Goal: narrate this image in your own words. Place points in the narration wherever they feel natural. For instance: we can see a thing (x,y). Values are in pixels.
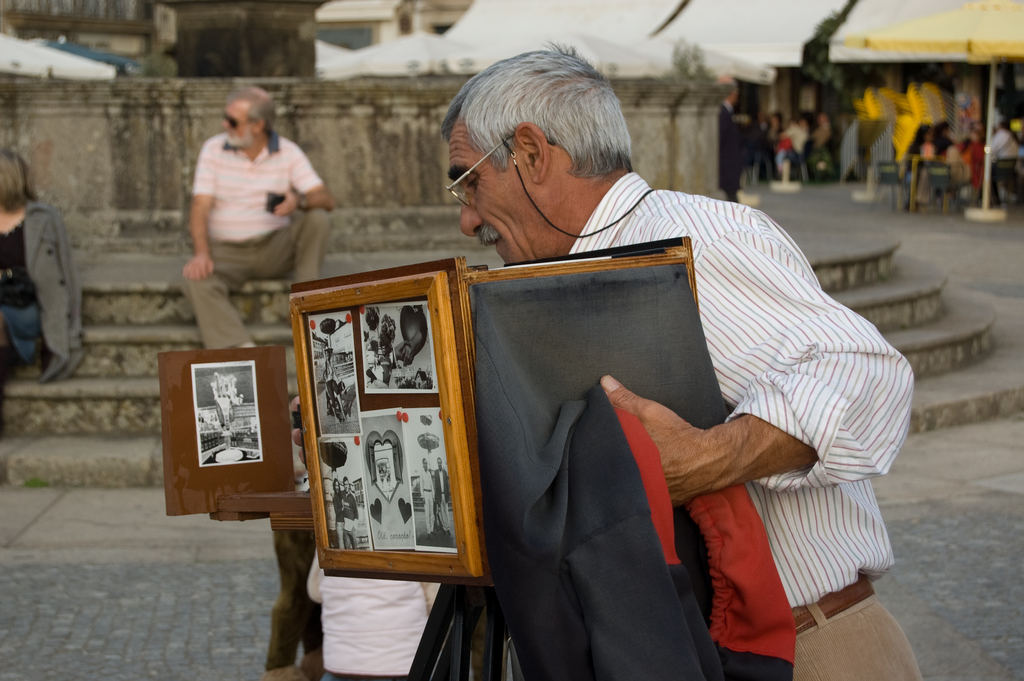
In this picture I can see a man (551,172) standing and holding a camera (351,292), which is on the tripod stand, and in the background (759,19) there are group of people (30,178), there are chairs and canopy tents (551,2).
